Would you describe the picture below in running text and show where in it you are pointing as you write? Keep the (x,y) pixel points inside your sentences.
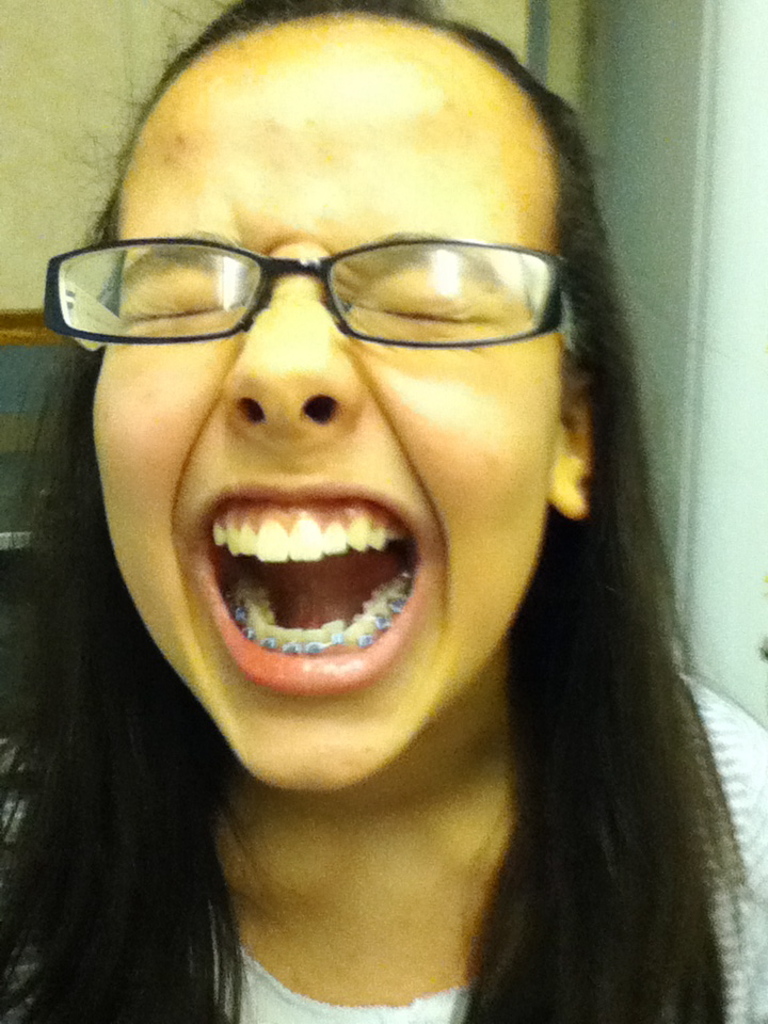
In the picture I can see a woman (157,192) wearing a dress (298,1023) and spectacles (454,338) has closed her eyes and we can see clips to her teeth (356,636). In the background (537,77), I can see the wall (126,30).
